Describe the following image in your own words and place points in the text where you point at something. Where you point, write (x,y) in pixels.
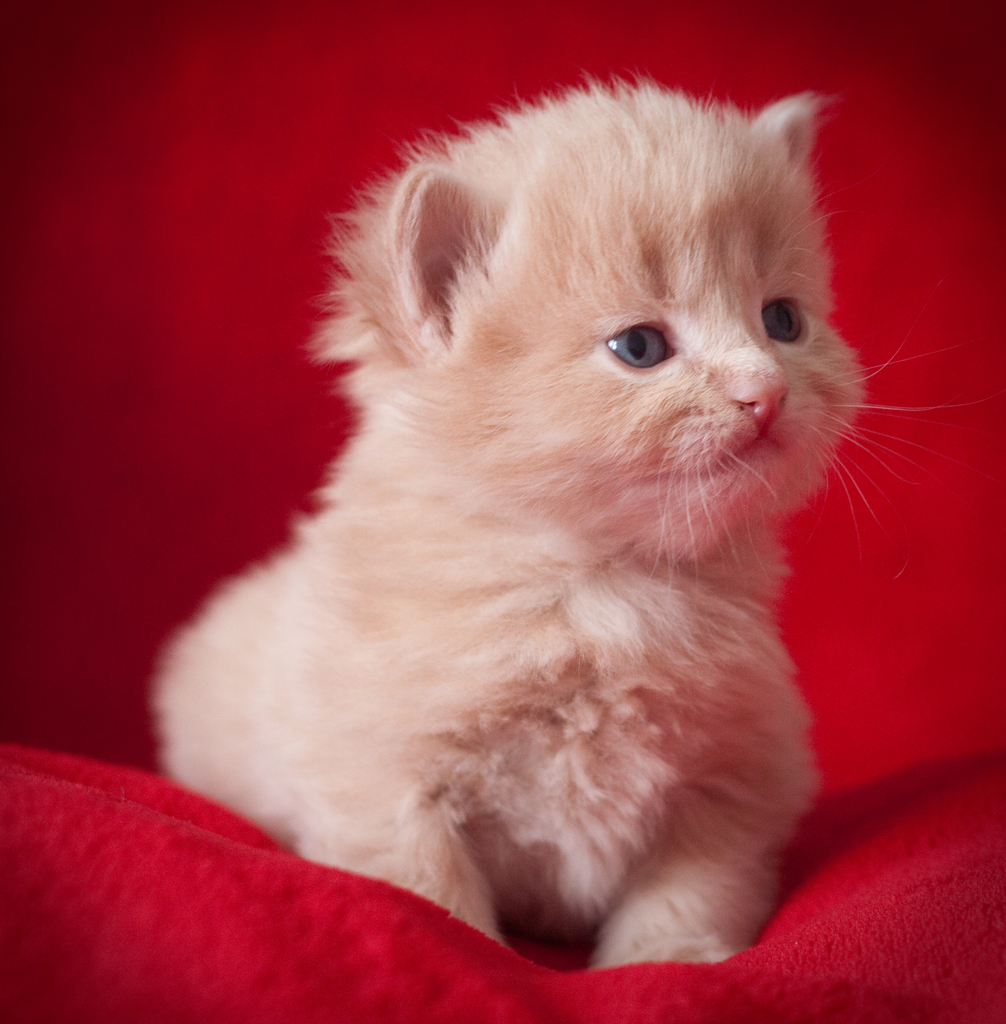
In this picture we can see a white cat (721,269) on a red object (89,769). Background (777,75) is blurry.
